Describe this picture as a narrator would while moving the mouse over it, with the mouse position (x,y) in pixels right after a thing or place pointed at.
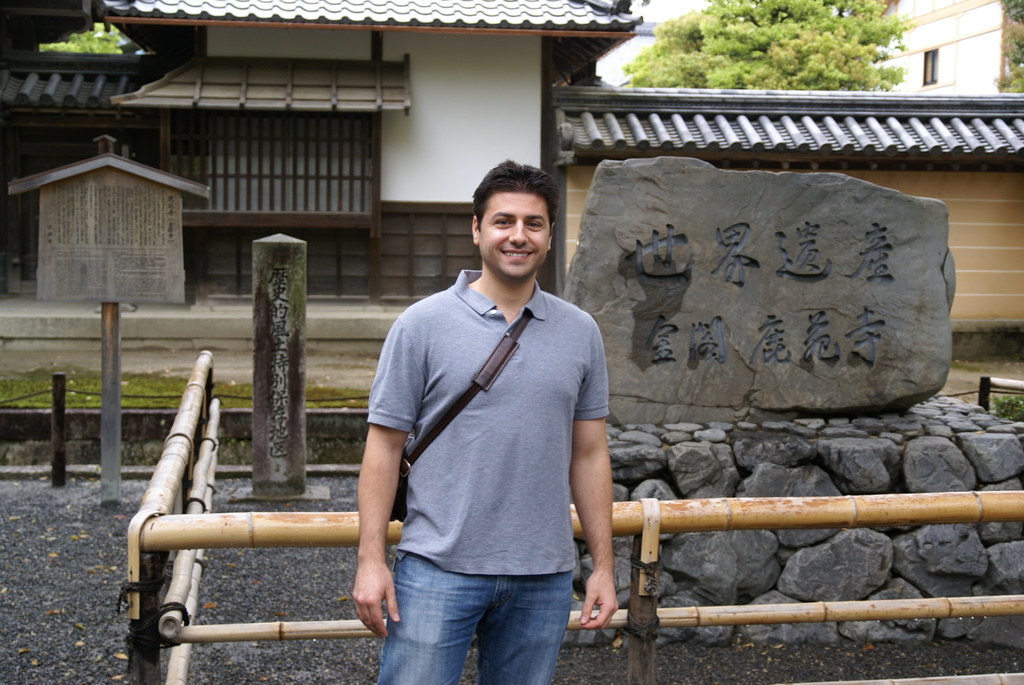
In the middle (606,380) I can see a person (529,638) is standing on the road (574,653). In the background (666,226) I can see a fence (223,531), stone sculpture (704,364), buildings (356,152), trees (818,50) and the sky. This image is taken may be in a day.
